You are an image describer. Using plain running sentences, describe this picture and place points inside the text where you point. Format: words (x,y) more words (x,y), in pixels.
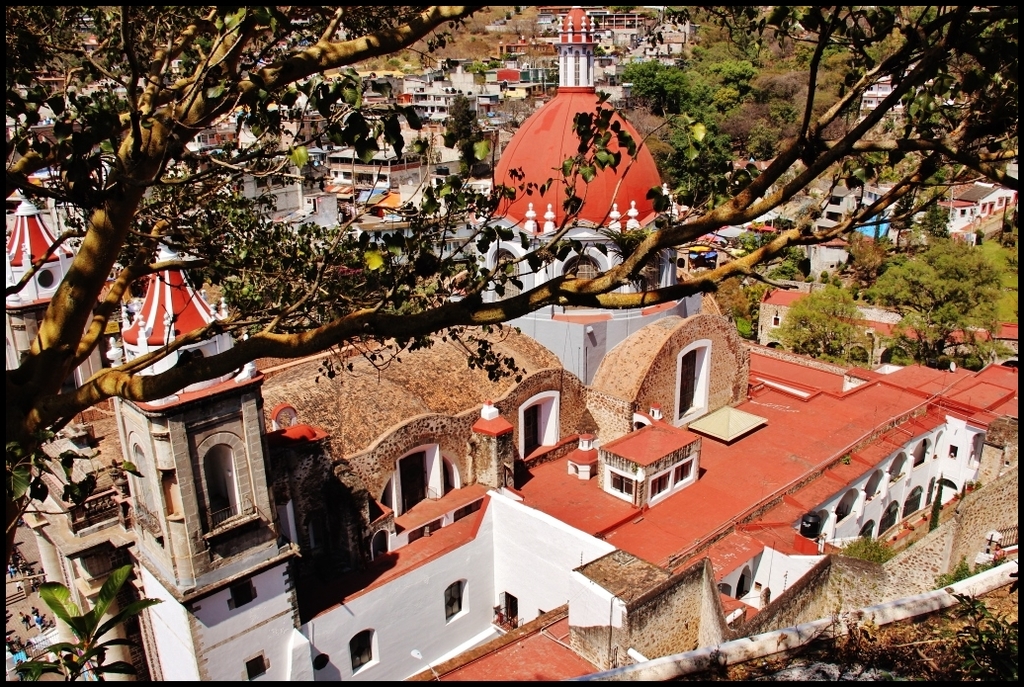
Here in this picture we can see an Aerial view of buildings (778,557) and houses (544,88) present on the ground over there and we can also see trees (425,258) and plants (827,633) present over there.
